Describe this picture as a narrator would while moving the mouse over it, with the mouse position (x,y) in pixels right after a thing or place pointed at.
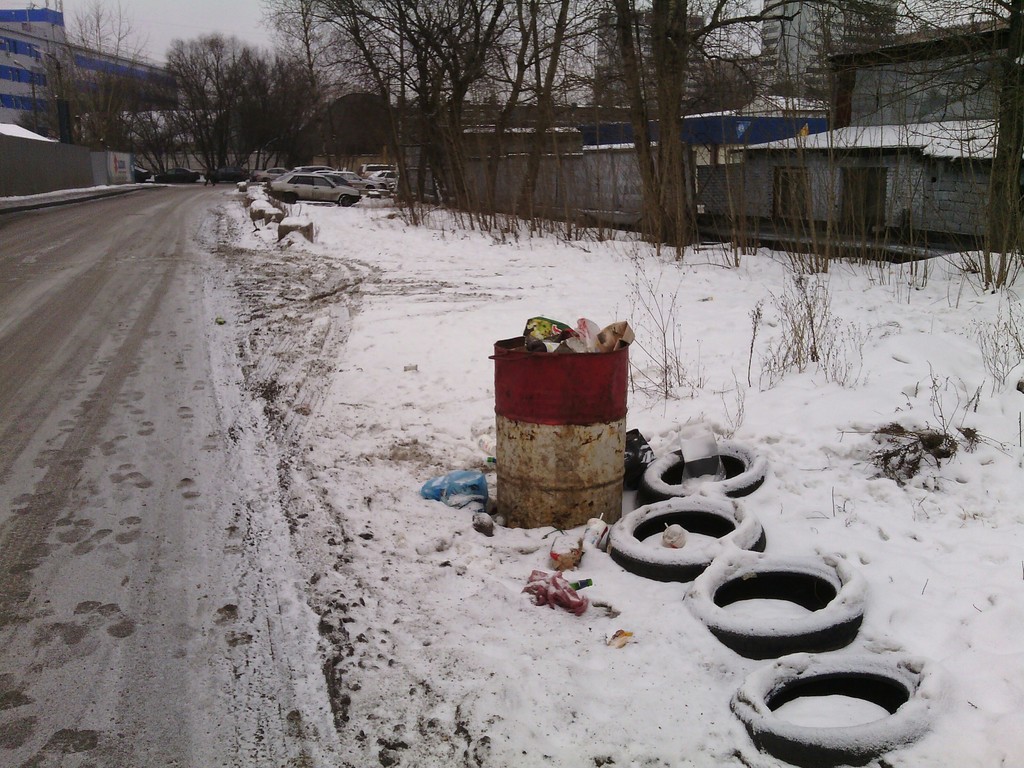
In the foreground of this picture (183,385), there is a path (170,754) and beside the path (171,705), there is drum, Tyre (719,479), few vehicles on the snow (843,468). In the background (871,99), there are trees (197,122), buildings (88,62), and the sky (380,13).
